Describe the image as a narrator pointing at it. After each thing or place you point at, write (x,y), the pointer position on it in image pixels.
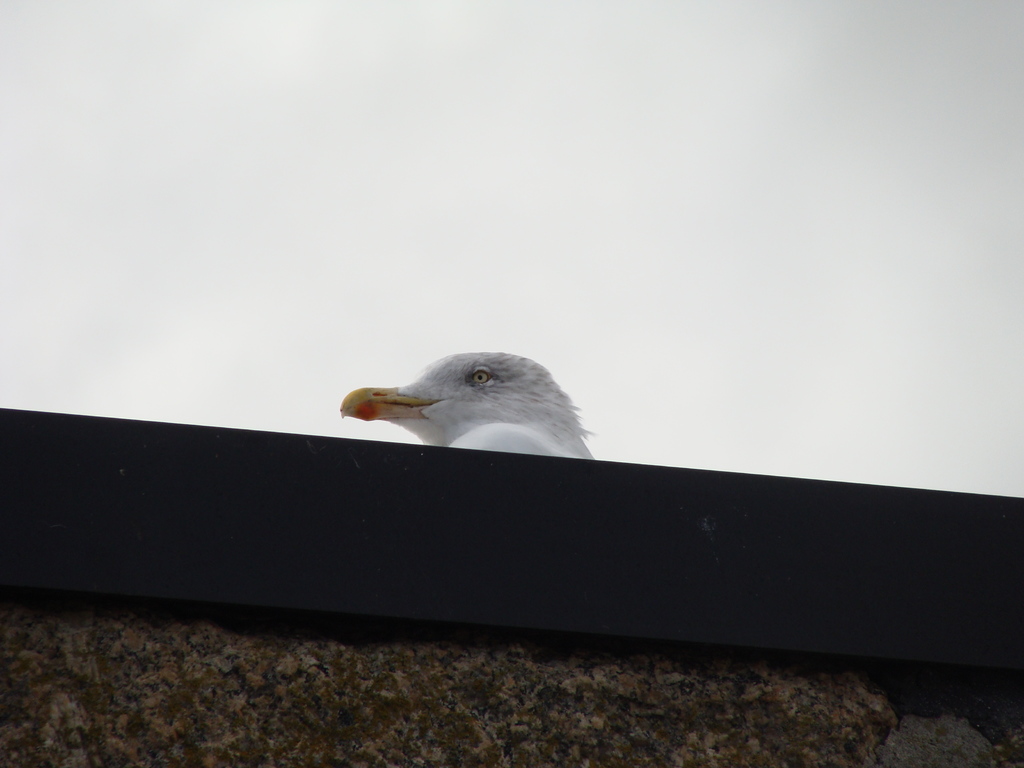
In this image I can see the black and brown colored object (440,582) and I can see the head (494,363) of the bird (538,374) which is white, black and yellow in color. I can see the white colored background (51,274).
